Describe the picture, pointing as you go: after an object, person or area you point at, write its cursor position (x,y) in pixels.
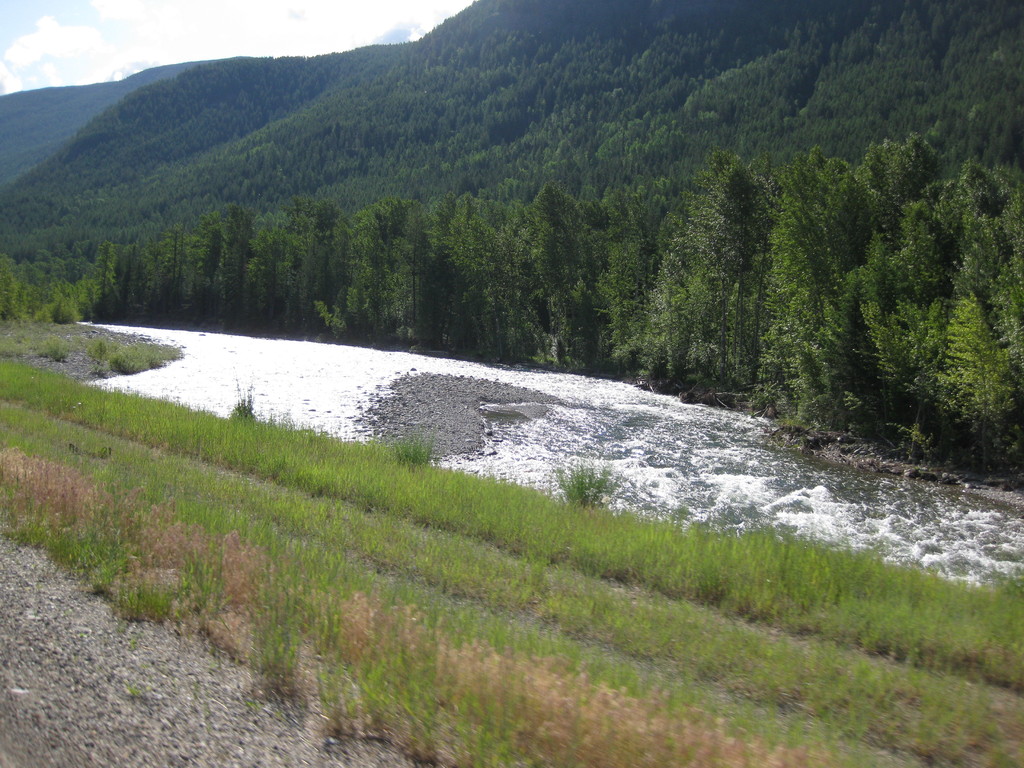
In the background (93,11) we can see the sky (408,1). In this picture we can see the trees (804,97), thicket (888,64), water (830,515) and the plants (311,565).
